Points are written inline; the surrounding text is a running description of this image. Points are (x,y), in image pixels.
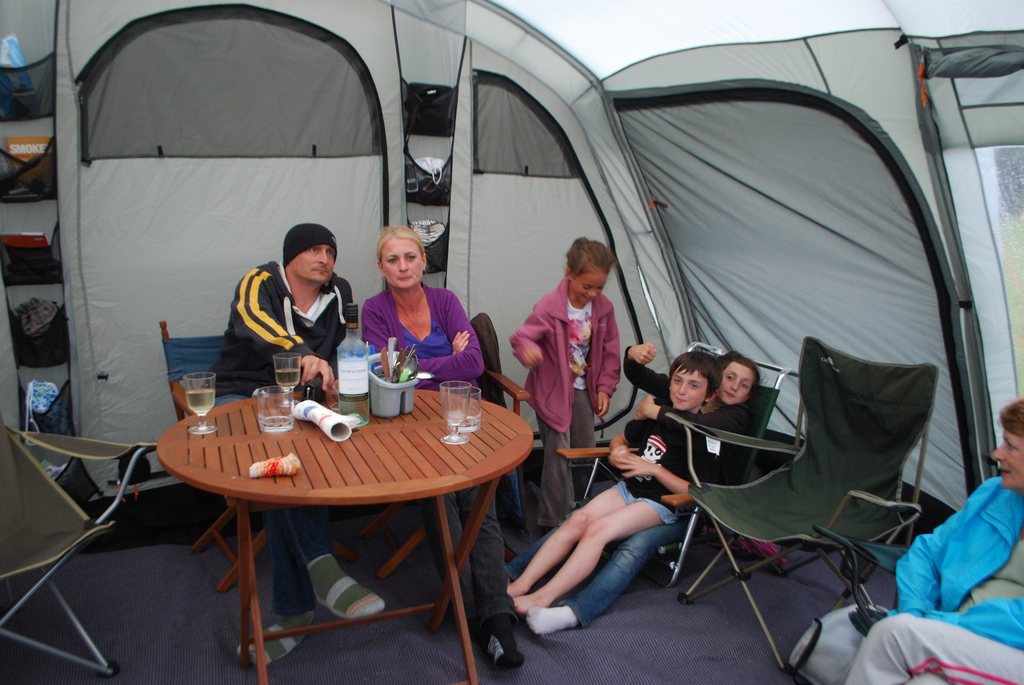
A picture inside of a tent (987,429). This persons (419,343) are sitting on chair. In this rack (53,359) there are things (18,112). On this table (302,490) there are glasses (203,391), bottle (358,372) and holder (396,397).
